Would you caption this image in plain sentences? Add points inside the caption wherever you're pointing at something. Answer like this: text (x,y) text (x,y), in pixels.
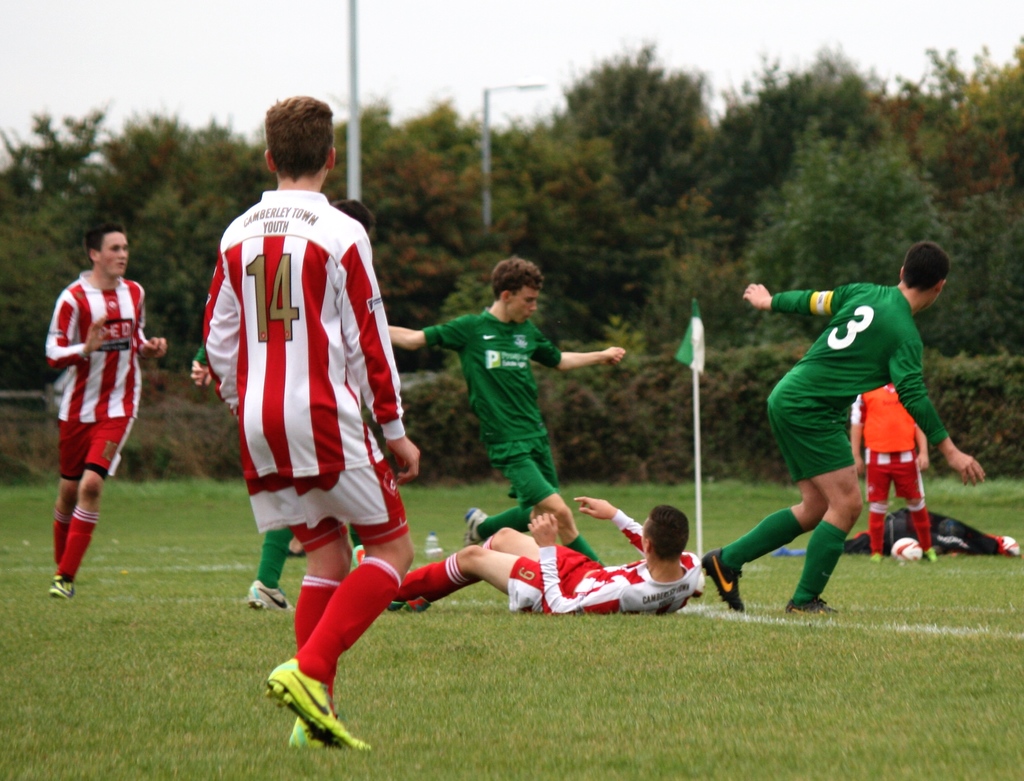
In this image we can see these people (333,320) wearing red and white T-shirts (352,303) and these people (494,460) wearing green T-shirts (800,375) are playing on the ground (809,747) and this person (600,596) is lying on the ground (455,769). In the background (955,539), we can see the ball (899,546), bag (956,552) and flag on the ground (944,559), trees (719,366), light poles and the sky (457,25).
